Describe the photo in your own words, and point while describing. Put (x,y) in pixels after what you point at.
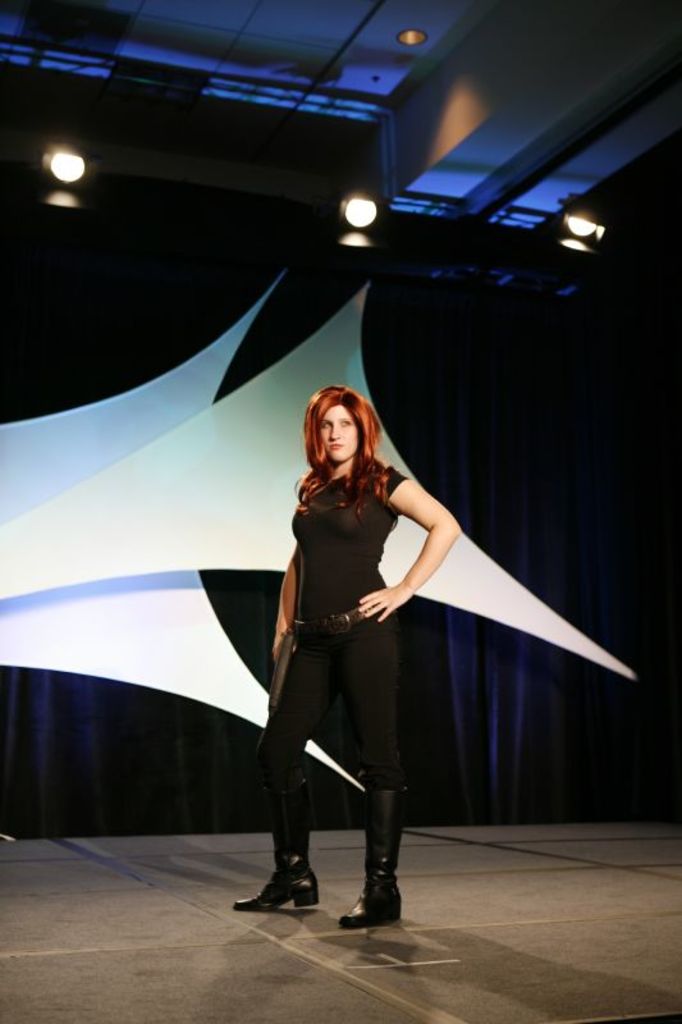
In this image, we can see a person (387,602) standing and wearing clothes (329,685). There are lights (591,215) at the top of the image (341,197).
